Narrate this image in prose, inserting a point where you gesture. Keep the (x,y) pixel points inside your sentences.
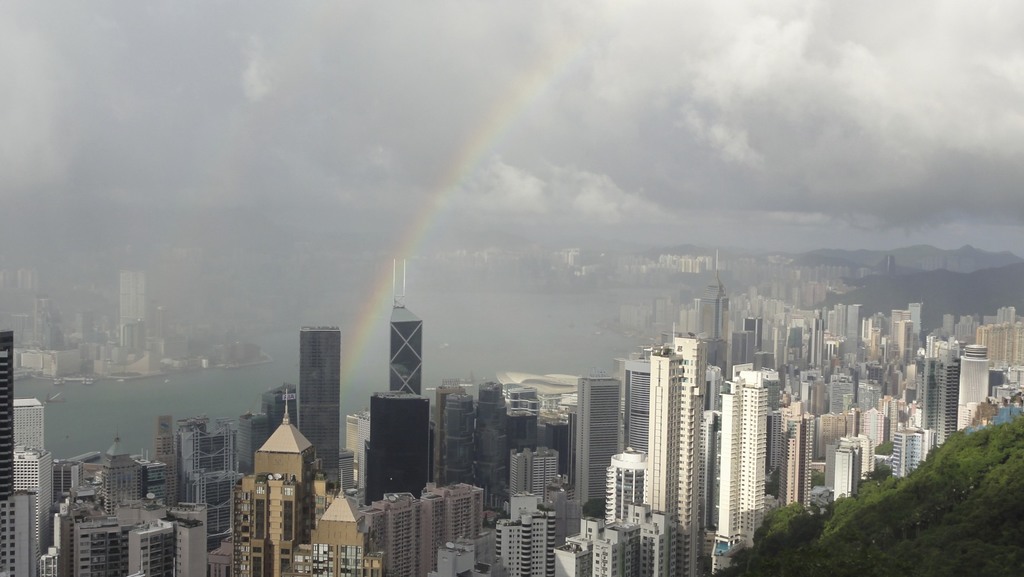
In this image we can see some buildings (566,432), trees (864,535), also we can see the water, rainbow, and the cloudy sky (751,181).
